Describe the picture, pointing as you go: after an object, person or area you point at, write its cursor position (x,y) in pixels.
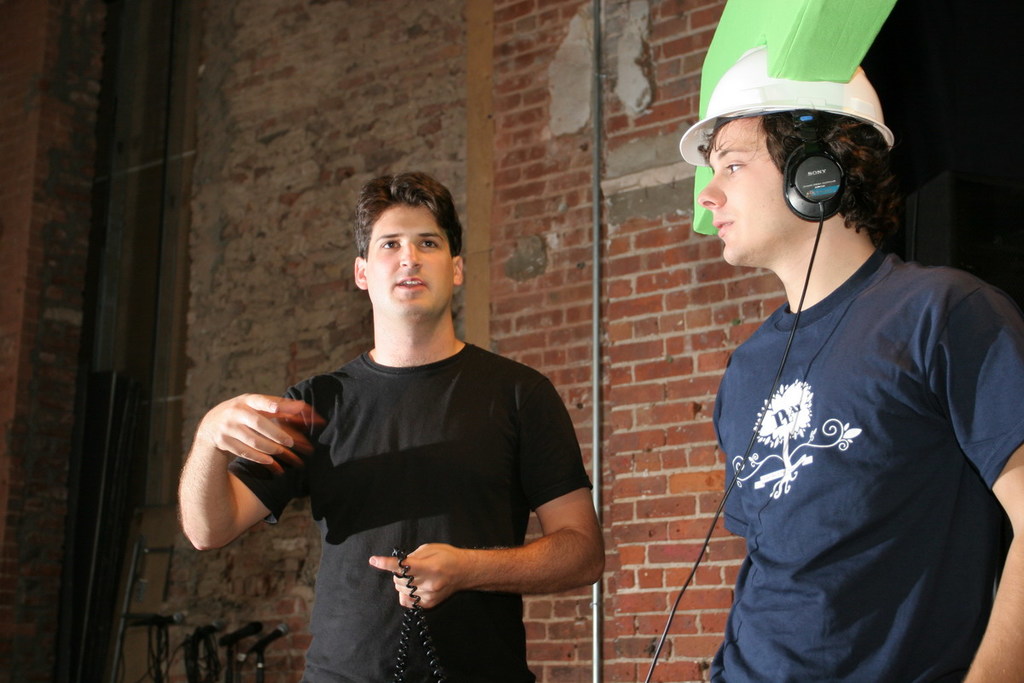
In this picture there is a boy (472,406) in the center of the image (486,442), by holding wire (398,658) in his hand (429,579) and there is another boy (794,601) on the right side of the image (726,131).
